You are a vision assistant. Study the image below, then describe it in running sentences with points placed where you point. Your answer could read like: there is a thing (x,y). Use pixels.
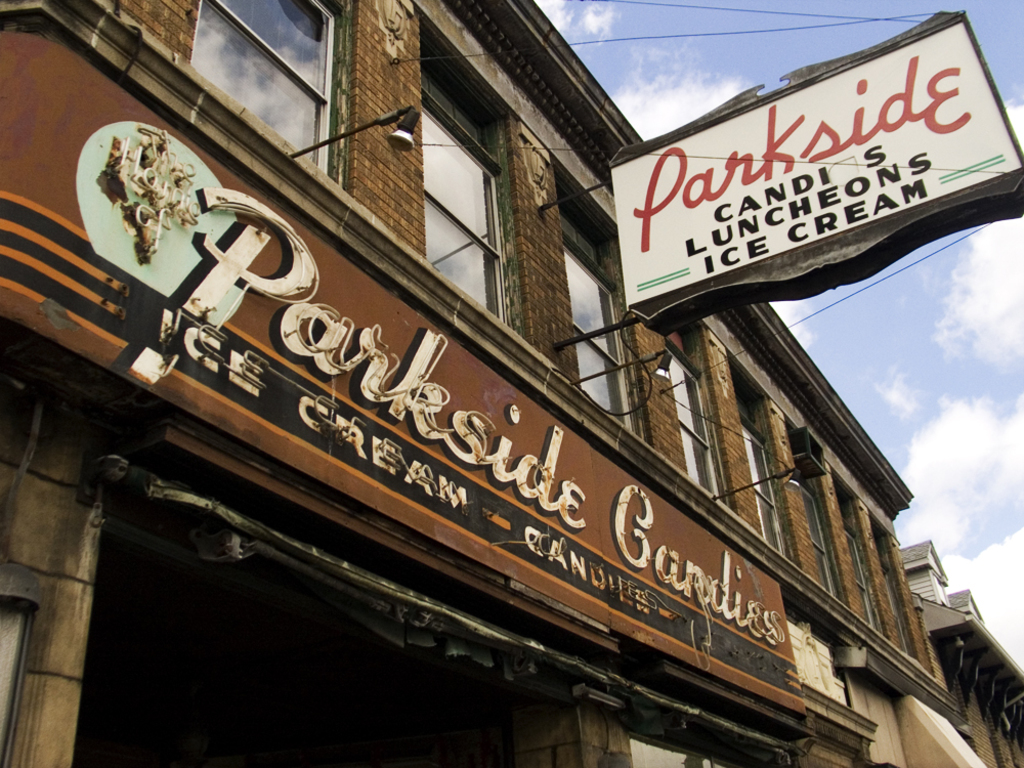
In this picture, we can see a few buildings (272,481), we can see a building (702,350) with windows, some posters (524,481) attached to it is highlighted, and we can see the sky (968,283) with clouds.
